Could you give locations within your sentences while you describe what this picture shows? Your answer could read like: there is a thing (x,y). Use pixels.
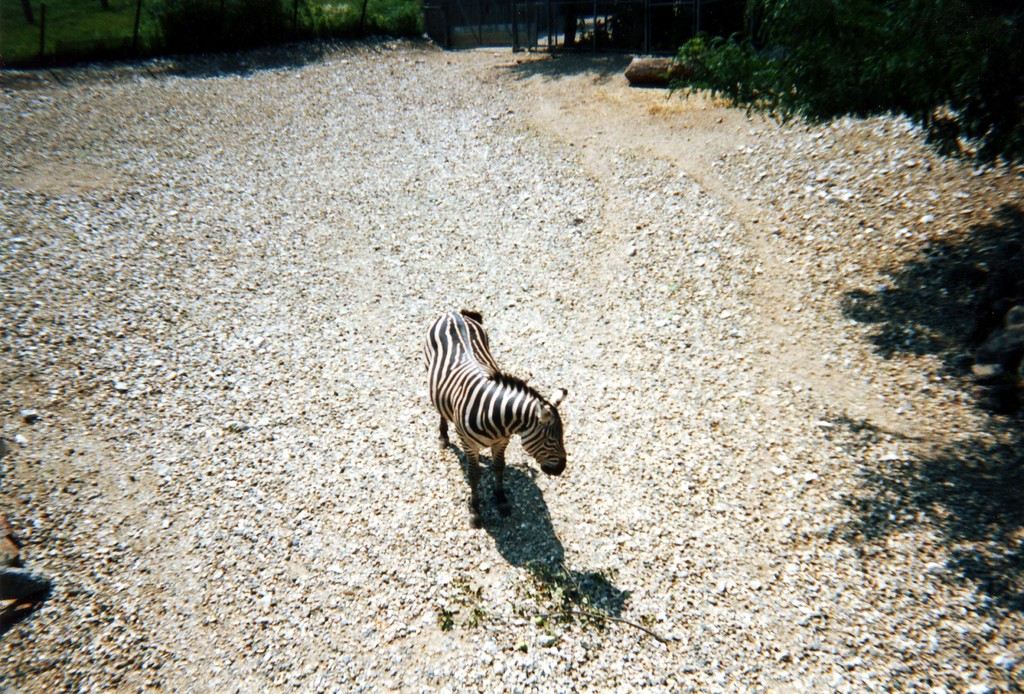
In the picture we can see a path (598,405) filled with stone (136,308) on it, we can see a zebra (468,425) standing and around the path (659,92) we can see plants (736,62) and wall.
